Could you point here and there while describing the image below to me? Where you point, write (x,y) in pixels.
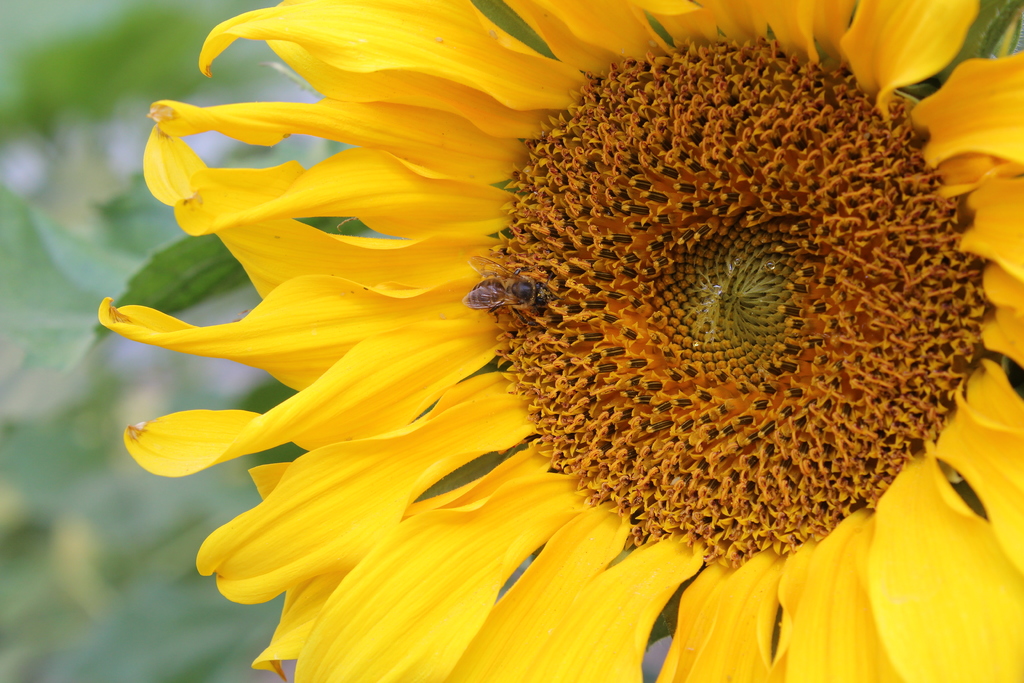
In this image we can see a bee (519,291) on the sunflower (580,196).
